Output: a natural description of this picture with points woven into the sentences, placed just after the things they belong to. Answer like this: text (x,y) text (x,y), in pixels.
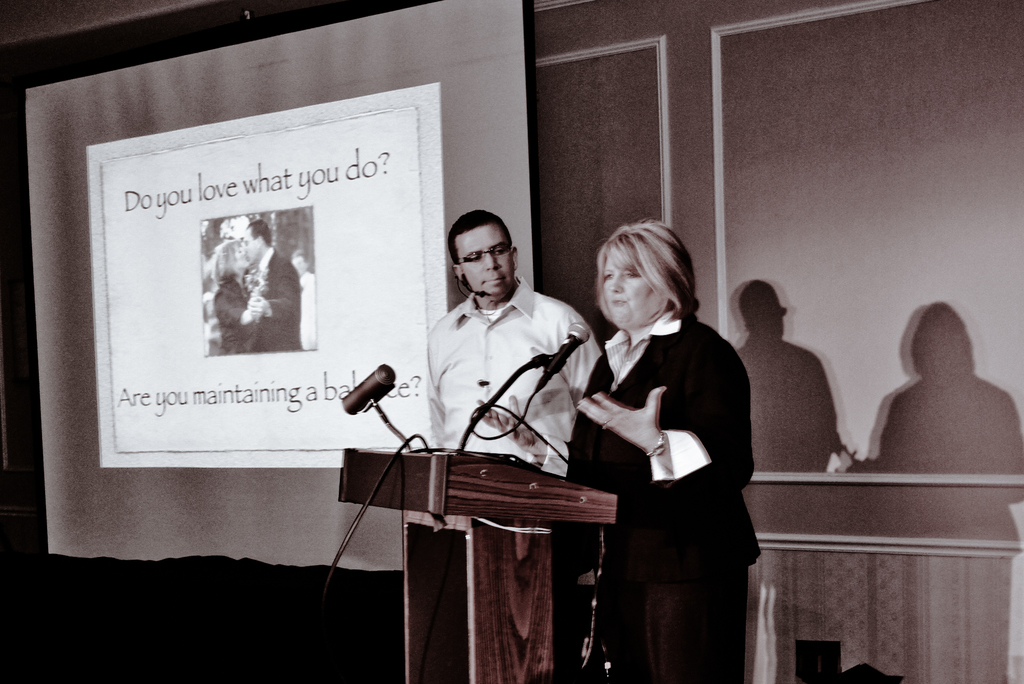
There is a lady (607,412) and a man (499,355) standing. Man (485,326) is wearing specs (473,253) and mic (459,282). In front of the lady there is a podium (490,514) with mic (545,376) and mic stand (533,362). In the back (509,137) there is a wall (553,129) with screen (308,142).
